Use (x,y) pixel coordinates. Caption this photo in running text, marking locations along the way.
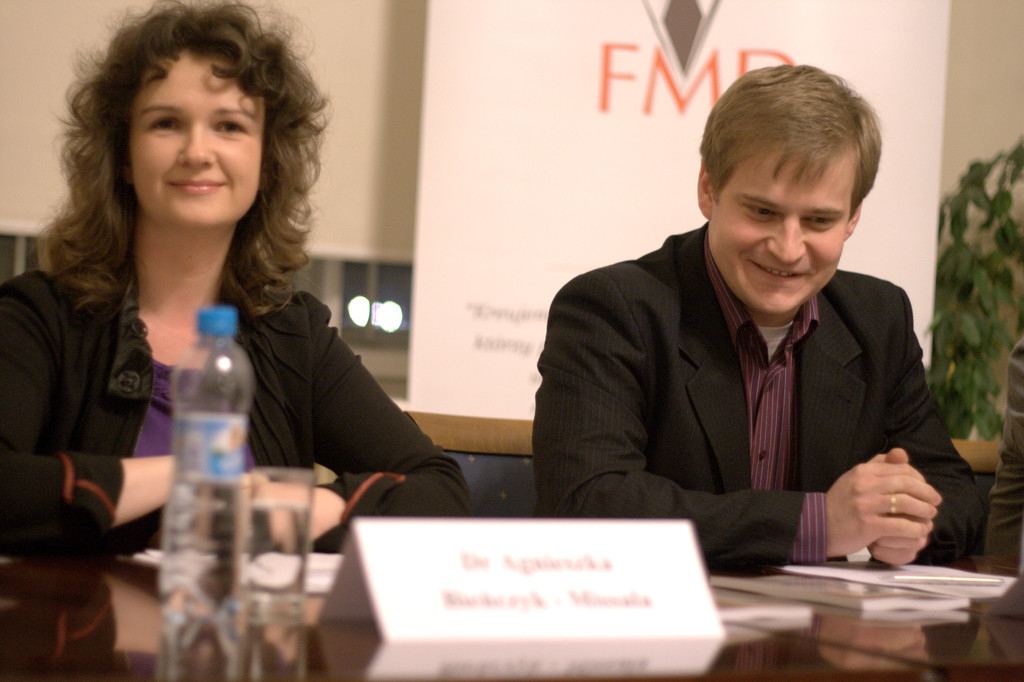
In this image we can see two persons (108,489). In the background of the image (983,315) there is a wall (946,156), plant (950,260), logo (677,100) and other objects (871,238). At the bottom of the image (458,609) there is the bottle (172,534), glass (295,571), name board (615,630), books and other objects (984,574) on the surface (439,676).
